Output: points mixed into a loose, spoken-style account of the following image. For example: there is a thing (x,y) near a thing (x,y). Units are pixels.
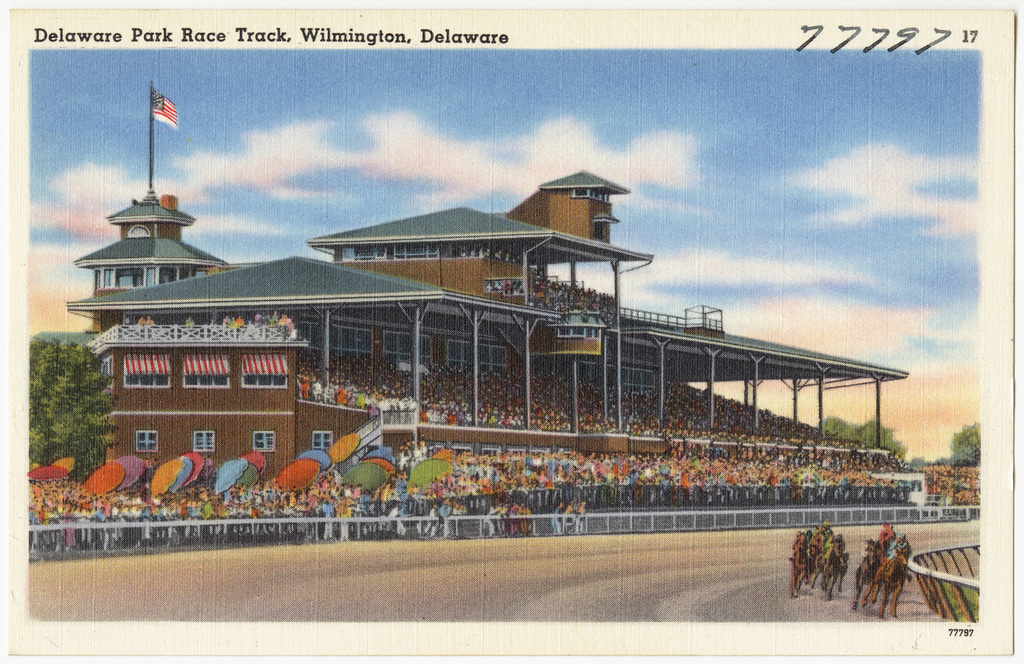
In this image, we can see a poster (421,382) with some images (310,410) and text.
